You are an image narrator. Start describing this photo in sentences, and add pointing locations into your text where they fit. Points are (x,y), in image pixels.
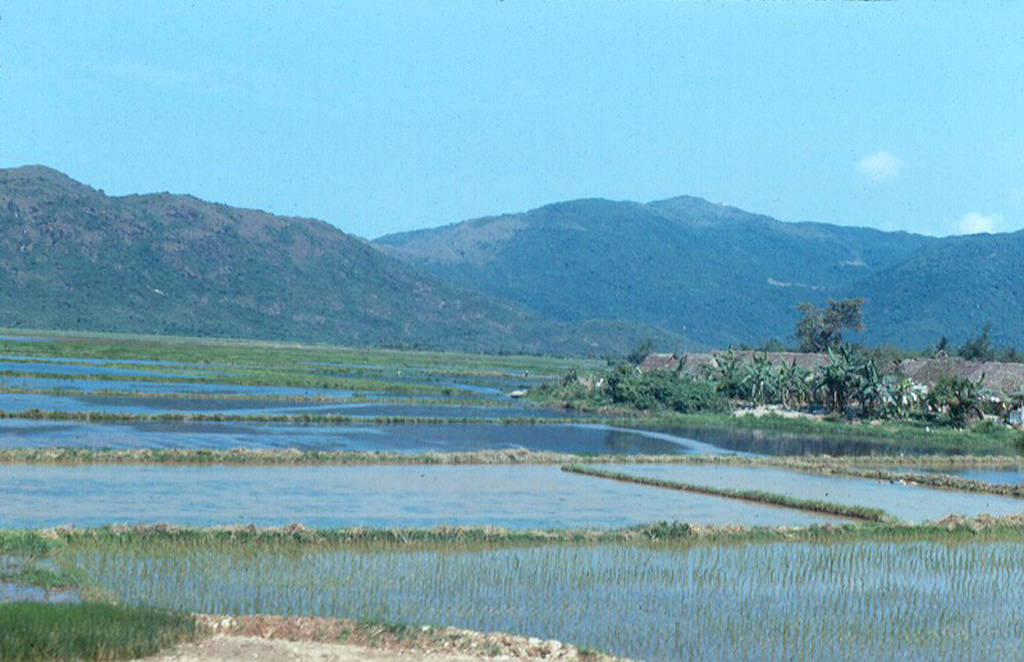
In this image we can see trees (708,398), grass (925,458), water (357,426), ground (576,383) and other objects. In the background of the image (450,303) there are mountains (562,300), trees (841,365) and other objects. At the top of the image (520,110) there is the sky (748,47). At the bottom of the image (457,486) there is water (733,567), grass (393,536) and ground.
